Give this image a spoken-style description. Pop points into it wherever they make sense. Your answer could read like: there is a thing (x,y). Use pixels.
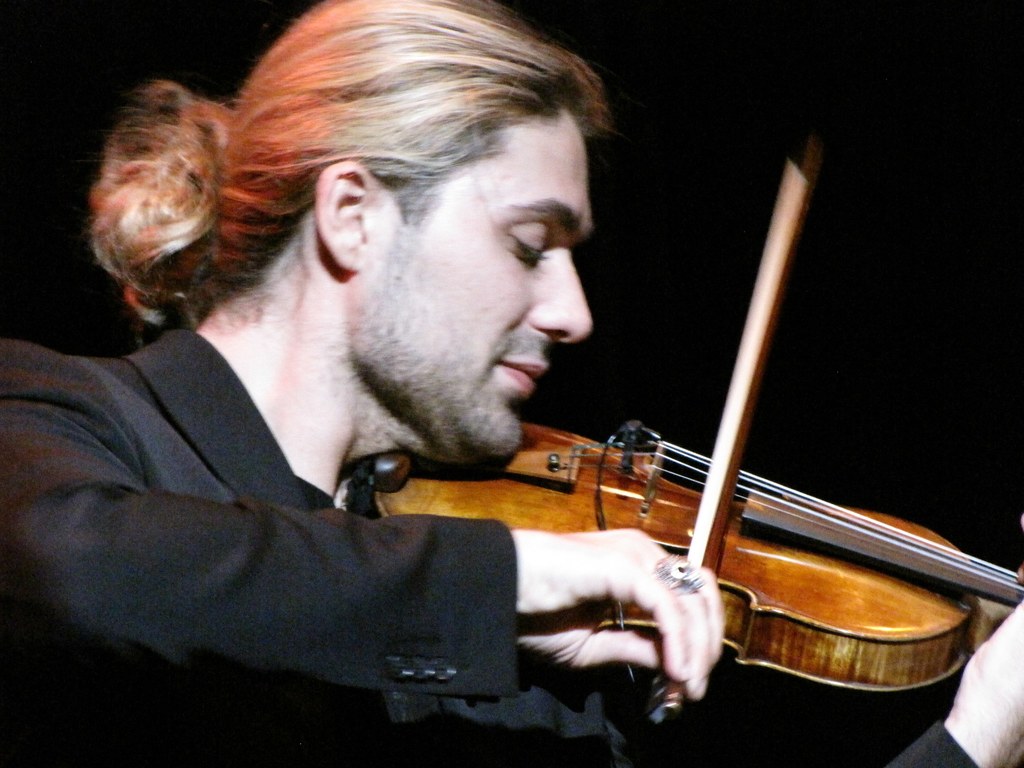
In this picture there is a man (324,558) holding violin (654,522) and playing it. He is wearing black blazer (305,719) and finger ring (685,565).
